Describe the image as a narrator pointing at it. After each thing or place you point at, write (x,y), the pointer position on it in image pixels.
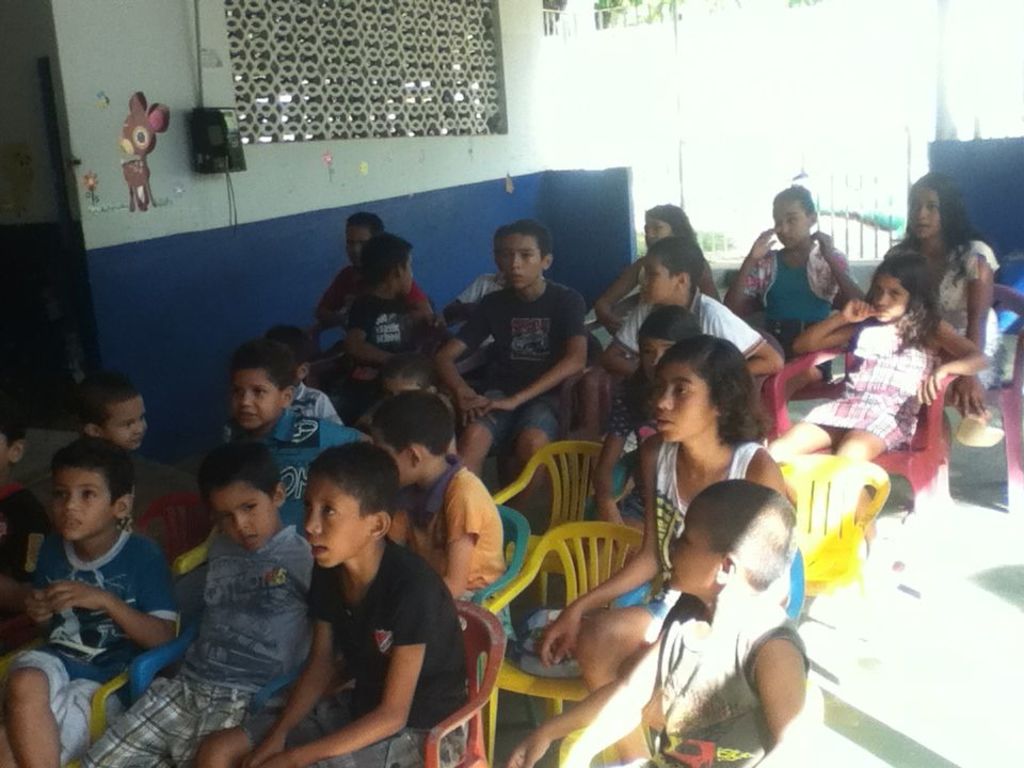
In this image we can see some persons (485,487), chairs (931,465) and other objects (540,646). In the background of the image (530,169) there is a wall (263,162), window (377,87), gate (903,186) and other objects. On the right side (864,713) bottom of the image (890,694) there is the floor (941,701).
